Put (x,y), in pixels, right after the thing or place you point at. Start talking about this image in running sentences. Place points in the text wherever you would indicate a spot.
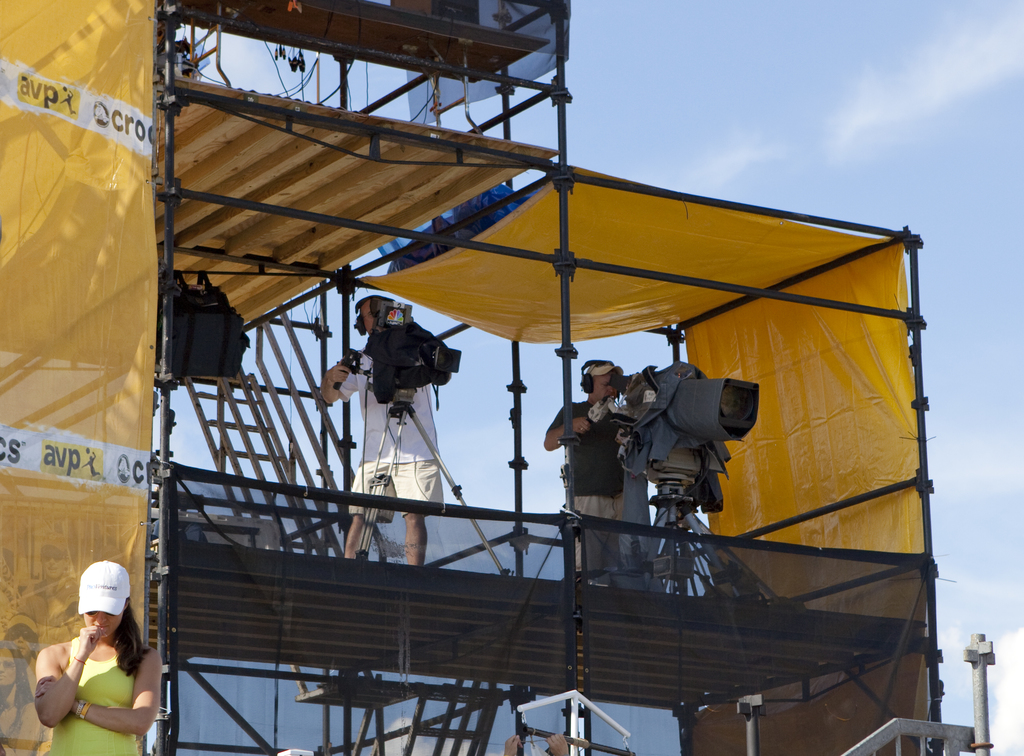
In this image we can see two people (418,451) standing on the iron bars (589,519) and there are cameras (669,440) placed on the stands (668,464). We can see covers (498,558) and sheds (389,180). In the background (281,396) there are stairs (216,427) and sky (955,426). On the left (127,698) there is a lady (111,582).
